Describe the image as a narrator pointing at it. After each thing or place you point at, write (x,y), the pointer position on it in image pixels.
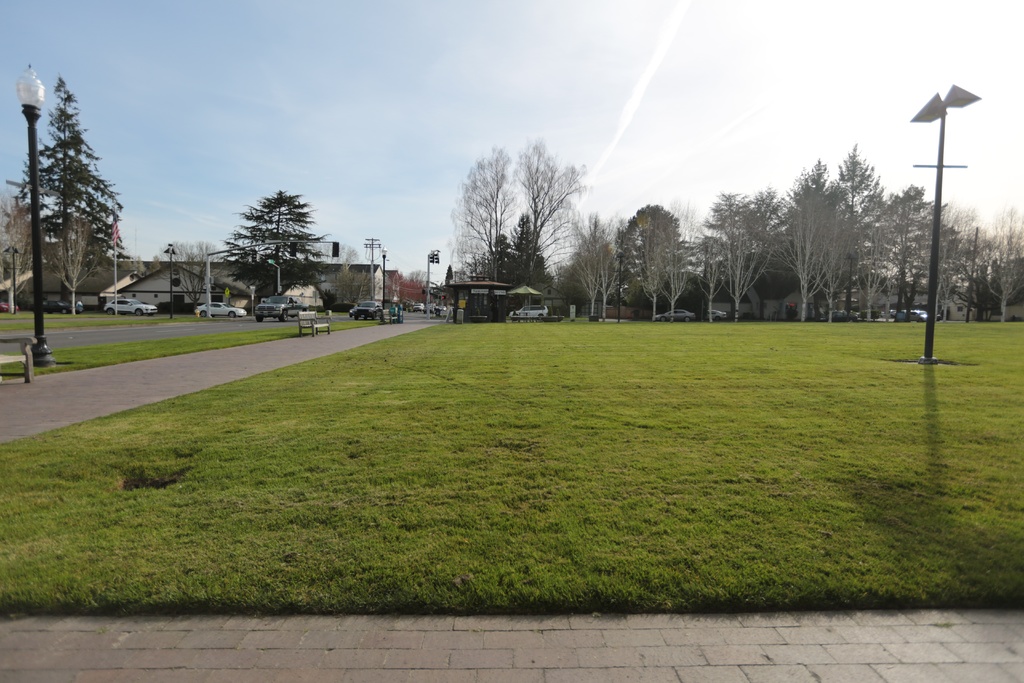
In this image in the center (602,416) there is grass (616,437) on the ground (565,441). In the background (415,275) there are trees (286,261), cars (212,307), buildings (486,280) and poles (278,293) and the sky (454,61) is cloudy.
